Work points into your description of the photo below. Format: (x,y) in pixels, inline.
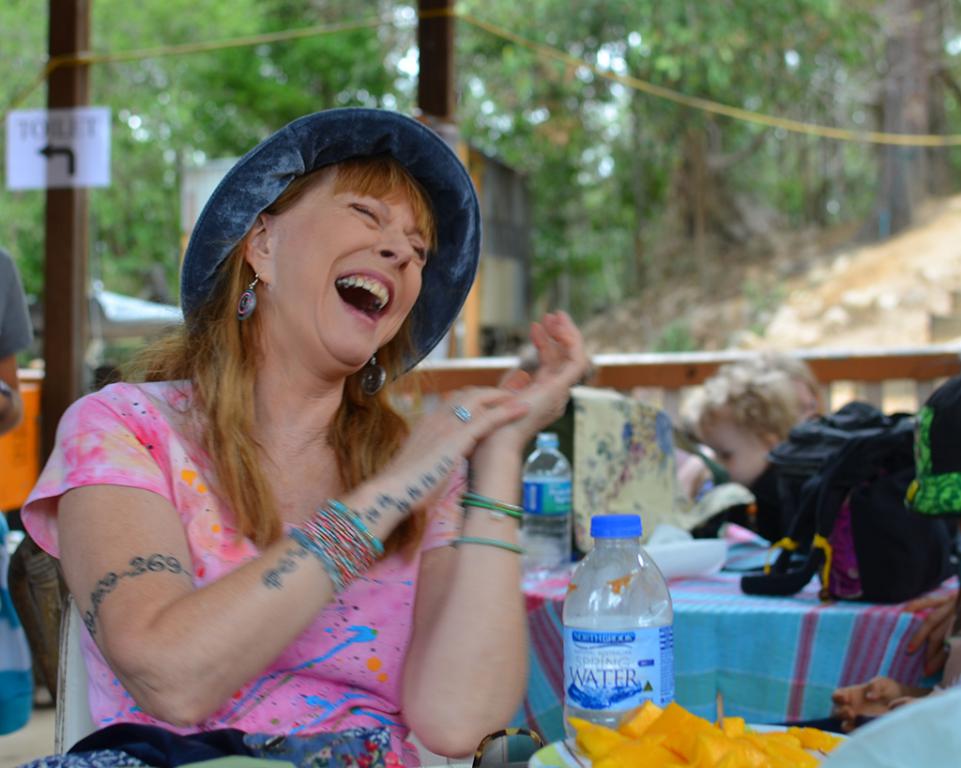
In the picture we can see a woman (233,420) sitting near the table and laughing and on the table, we can see a plate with fruit salads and a water bottle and behind it, we can see some table (806,591) and near it, we can see a person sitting and behind the person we can see a railing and from it we can see many trees (145,193).
